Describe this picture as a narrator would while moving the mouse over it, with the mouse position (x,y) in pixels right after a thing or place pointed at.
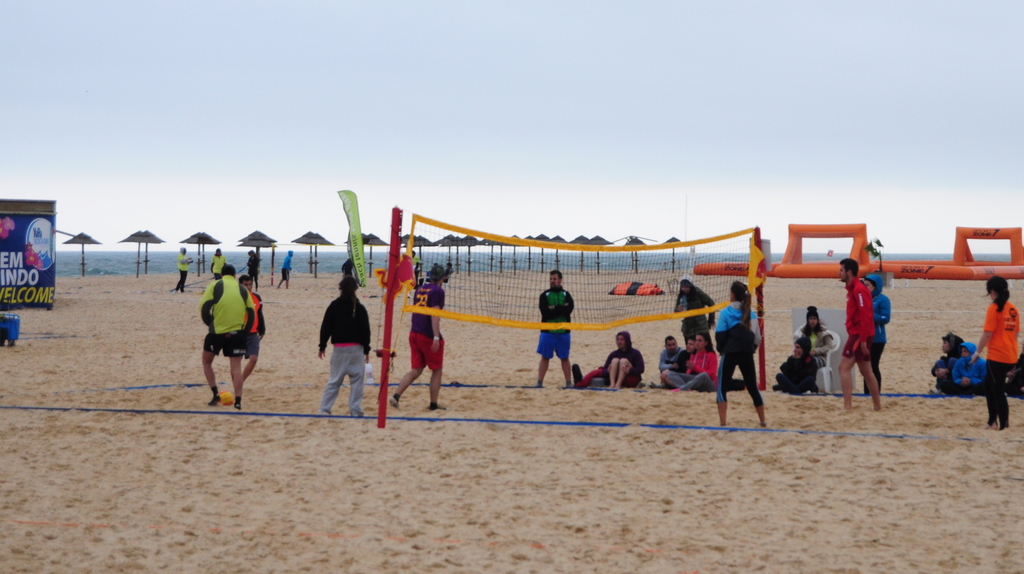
Here few people (999,286) are playing the games. This is the net (593,292), at the top (488,90) it's a sky (503,91).
